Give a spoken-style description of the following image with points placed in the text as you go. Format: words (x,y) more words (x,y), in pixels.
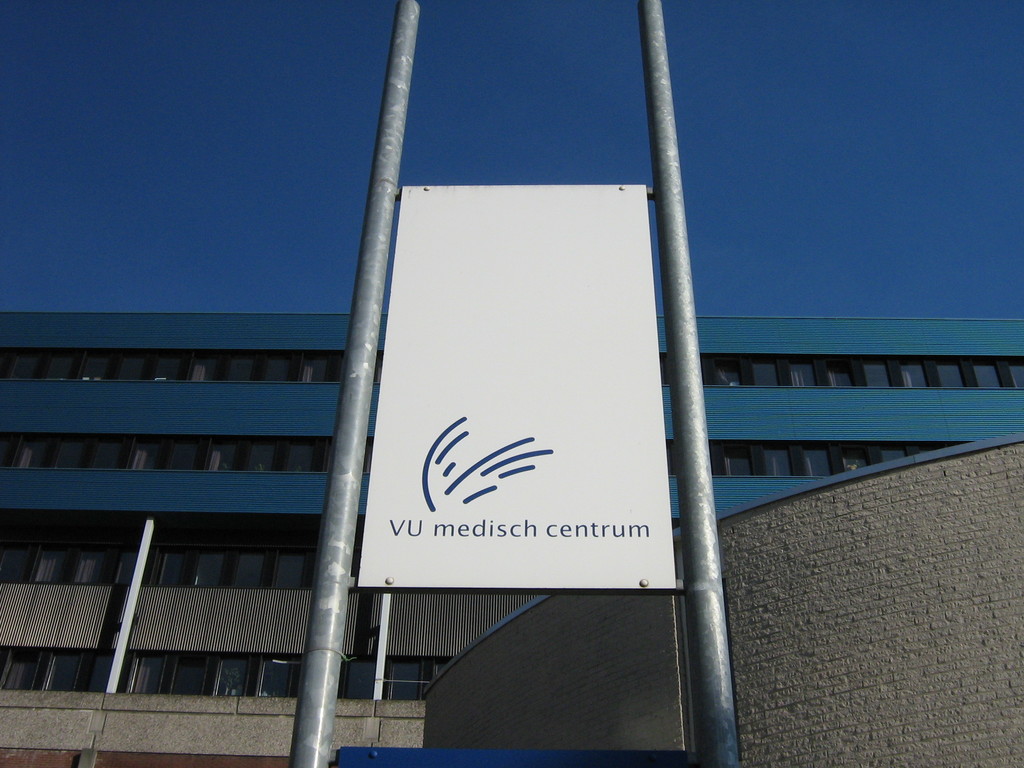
In the image we can see there is a banner (537,373) kept in between the iron poles (699,464) and there is a wall (988,525) made up of stone bricks (608,725). Behind there is a building (953,441) and there are windows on the building (890,429). The sky (571,147) is clear.
